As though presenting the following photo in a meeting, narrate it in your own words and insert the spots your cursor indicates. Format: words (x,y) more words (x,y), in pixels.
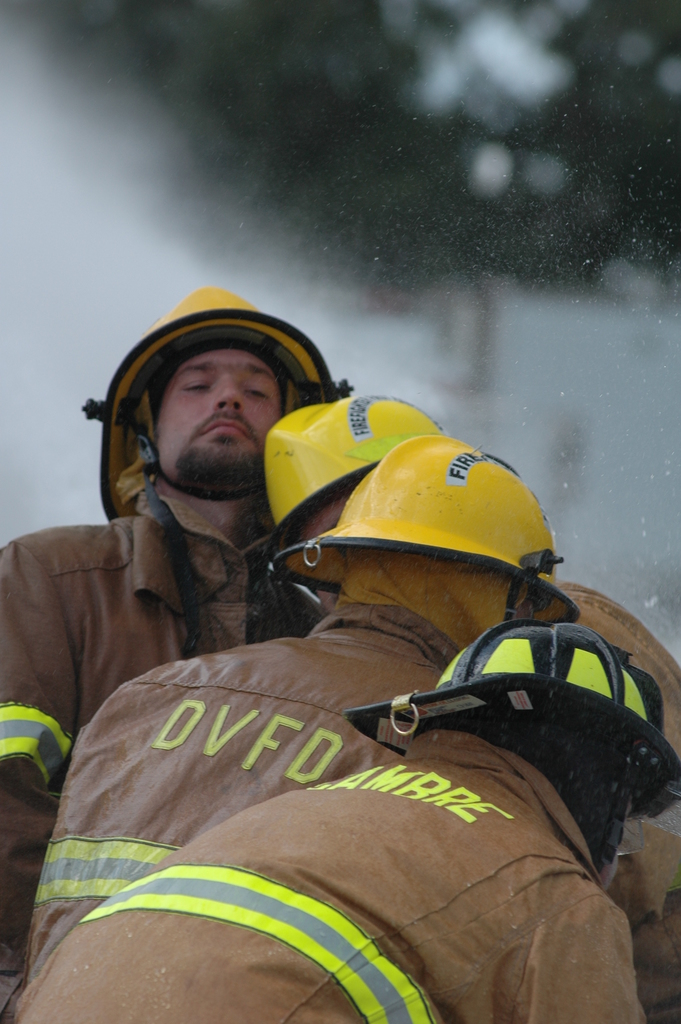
In this image, we can see some people (229,880), they are wearing jackets (178,830) and yellow color helmets (472,485), there is a blurred background (555,407).
